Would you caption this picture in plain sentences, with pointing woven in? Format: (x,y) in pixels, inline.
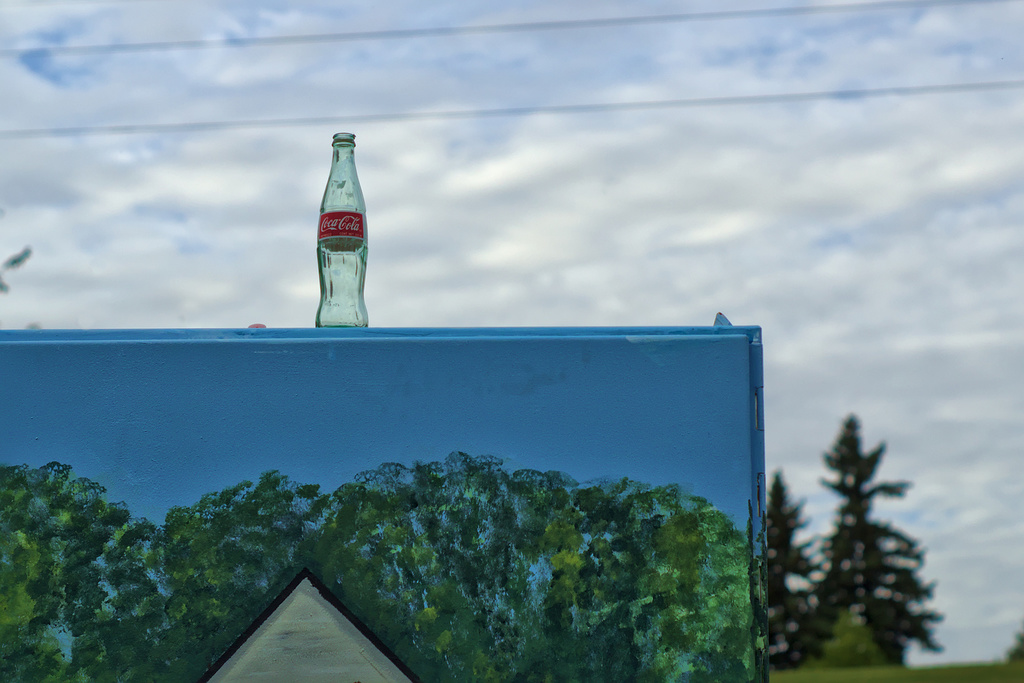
In this image we can see an object (325,583), which looks like the wall (346,362), on the wall (188,503), we can see a coca cola bottle (347,210), there are some trees (836,606), wires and grass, in the background (575,138), we can see the sky (538,124) with clouds (686,151).
